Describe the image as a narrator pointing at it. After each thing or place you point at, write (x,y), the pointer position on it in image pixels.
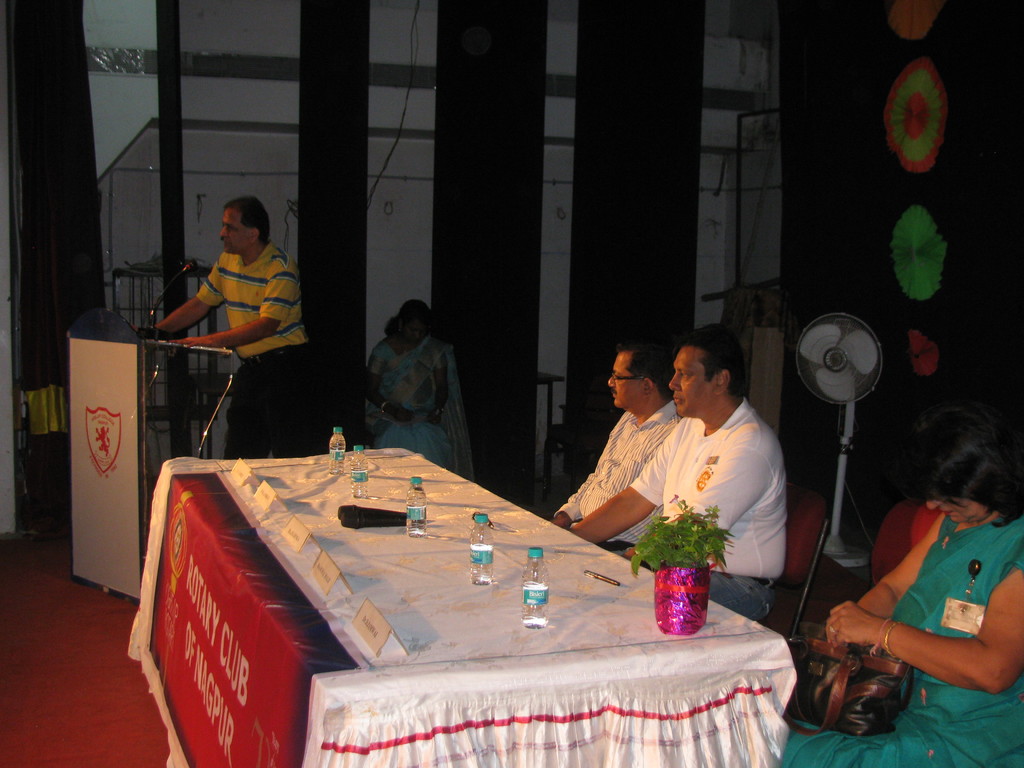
In this image we can see a women (932,586) and two men (697,482) are sitting on the chairs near the table (408,620). There are few water bottles (419,521), mics (389,518) and flower pot (657,584) on the top of the table (495,598). The man (211,296) wearing the yellow t shirt (231,287) is standing near the podium (133,418). In the background of the image (808,348) we can a fan (824,339) and a woman (417,382) sitting on the stage (42,551).
